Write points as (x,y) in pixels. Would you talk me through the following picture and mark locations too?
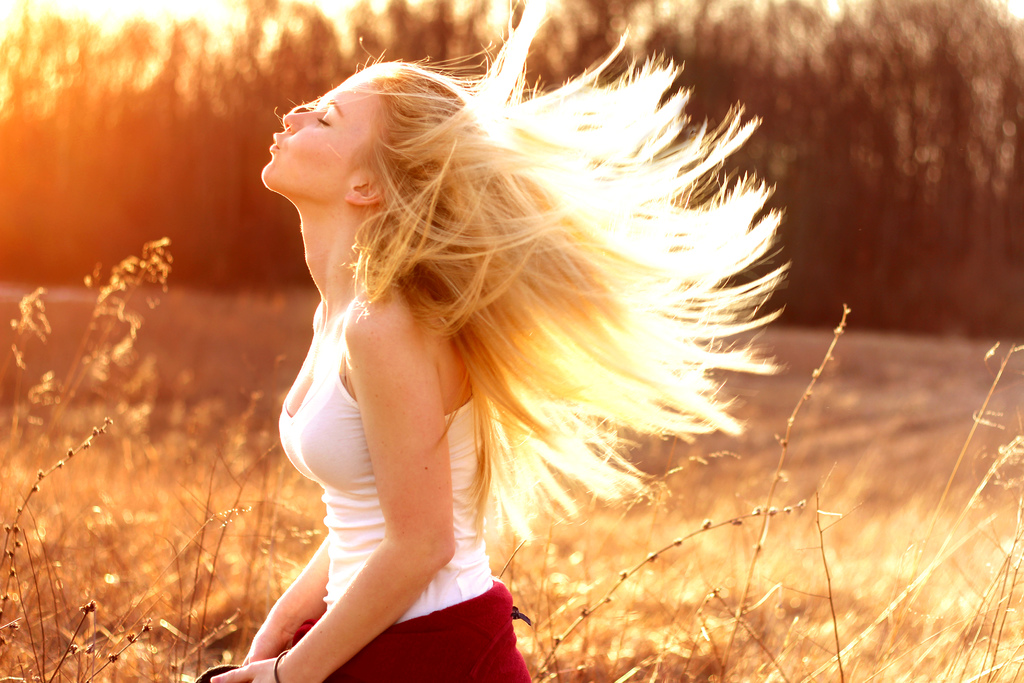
In this image we can see a person (362,447) wearing white and red color dress (490,682) crouching down and at the background of the image (267,393) there are some plants (18,586), trees (198,64) and sunny sky (113,16).
